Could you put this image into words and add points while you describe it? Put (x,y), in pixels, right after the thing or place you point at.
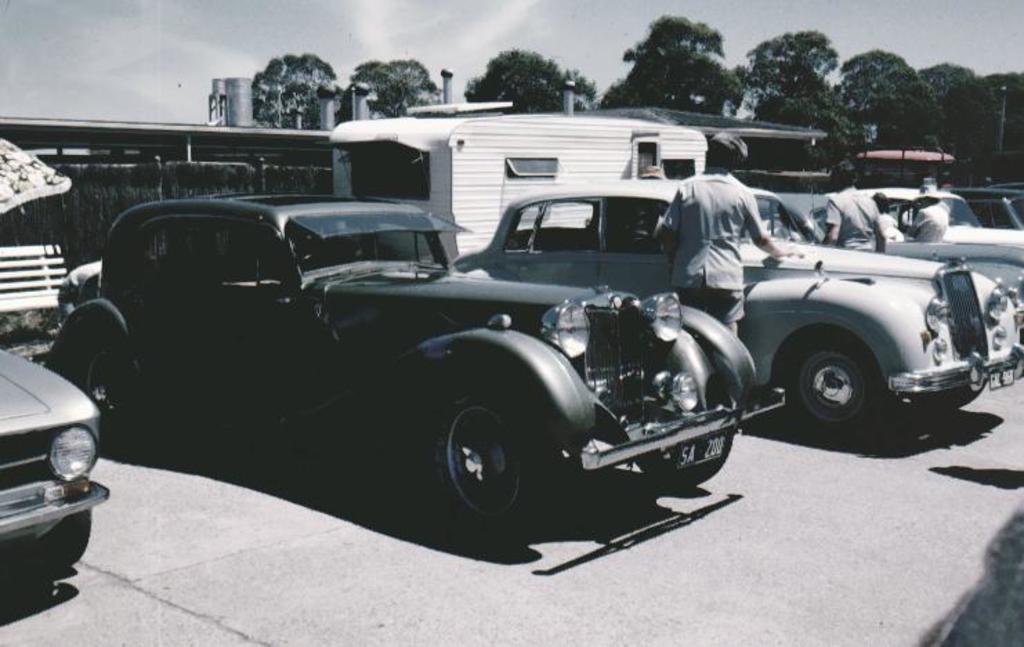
In this image we can see different color cars (746,398) and some persons (749,219) are standing near cars (760,298). On the top of the image (831,118) we can see trees (282,124) and the sky (255,72).
